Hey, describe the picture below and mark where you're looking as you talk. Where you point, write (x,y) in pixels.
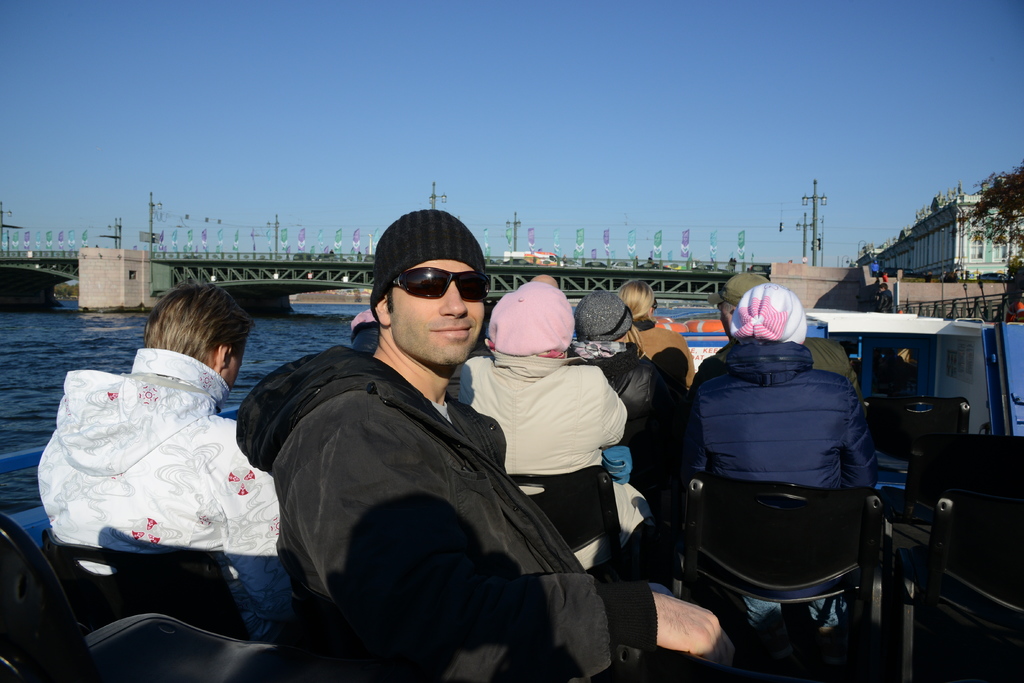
This is an outside view. Here I can see few people (180,456) sitting on the boat (174,606) facing towards the back side (560,424). Here I can see a man (452,521) sitting on a chair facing towards the right side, wearing a jacket (368,417), cap (415,255) on the head (413,308), smiling and giving pose for the picture. On the left side (57,348), I can see the water (59,343) and there is a bridge (264,255). On the right side (1005,205) there is a building (984,242) and trees (989,209) and also I can see few light poles (813,214). At the top of the image (503,77) I can see the sky (433,105) in blue color.
